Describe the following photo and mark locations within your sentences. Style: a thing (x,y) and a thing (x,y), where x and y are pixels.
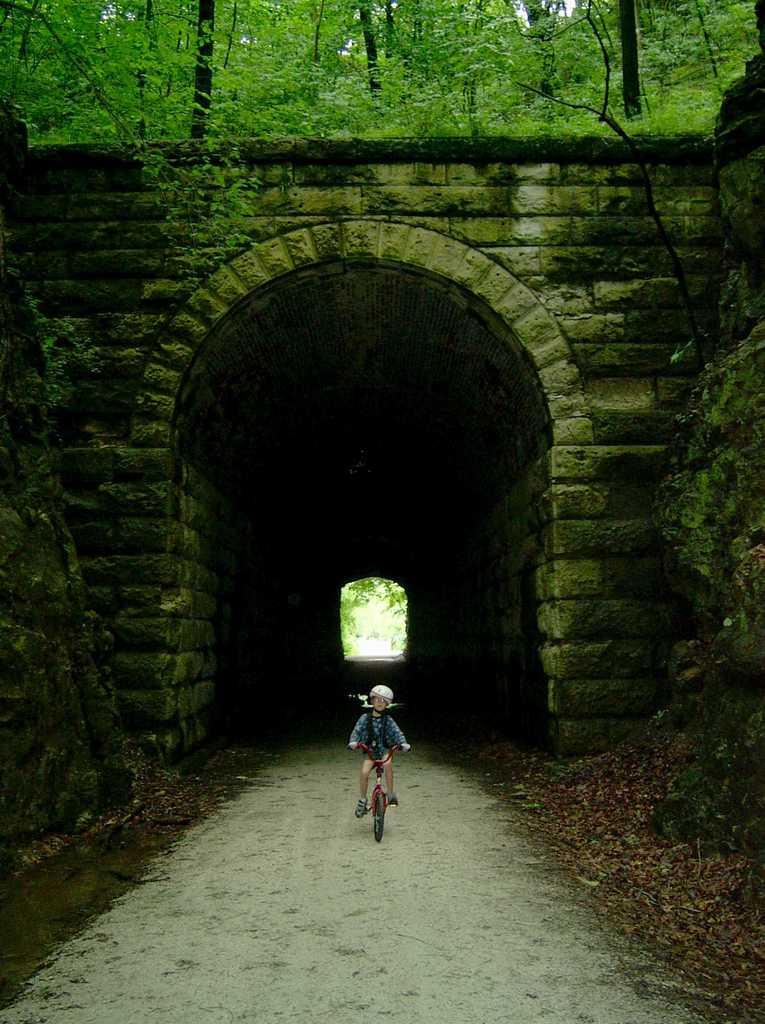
In this picture there is a boy (378,705) who is riding a bicycle (378,761). In the back (384,353) I can see the arch (470,392). At the top (330,95) I can see many trees (5,39) and grass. In the top right (530,25) I can see the sky (563,10). On the right (657,896) I can see the leaves (633,847).
